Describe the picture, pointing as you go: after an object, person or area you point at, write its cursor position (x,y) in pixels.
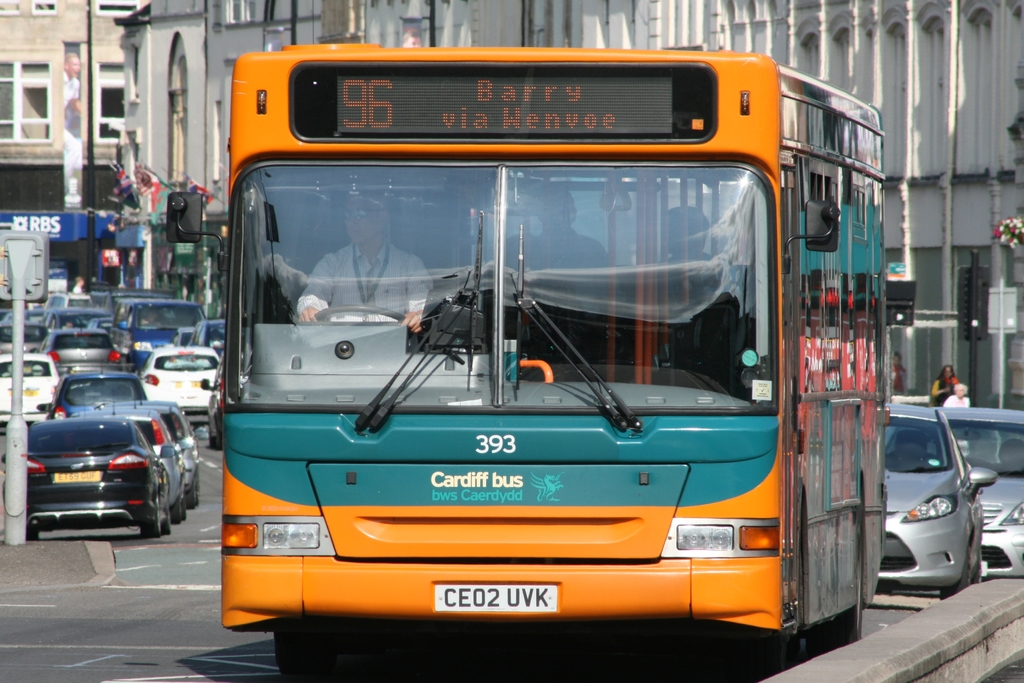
In the foreground (791,144) I can see a bus (797,171) and fleets of cars (147,376) on the road (61,655). In the background (1015,283) I can see buildings (224,15), boards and windows (109,96). This image is taken on the road (84,629).
